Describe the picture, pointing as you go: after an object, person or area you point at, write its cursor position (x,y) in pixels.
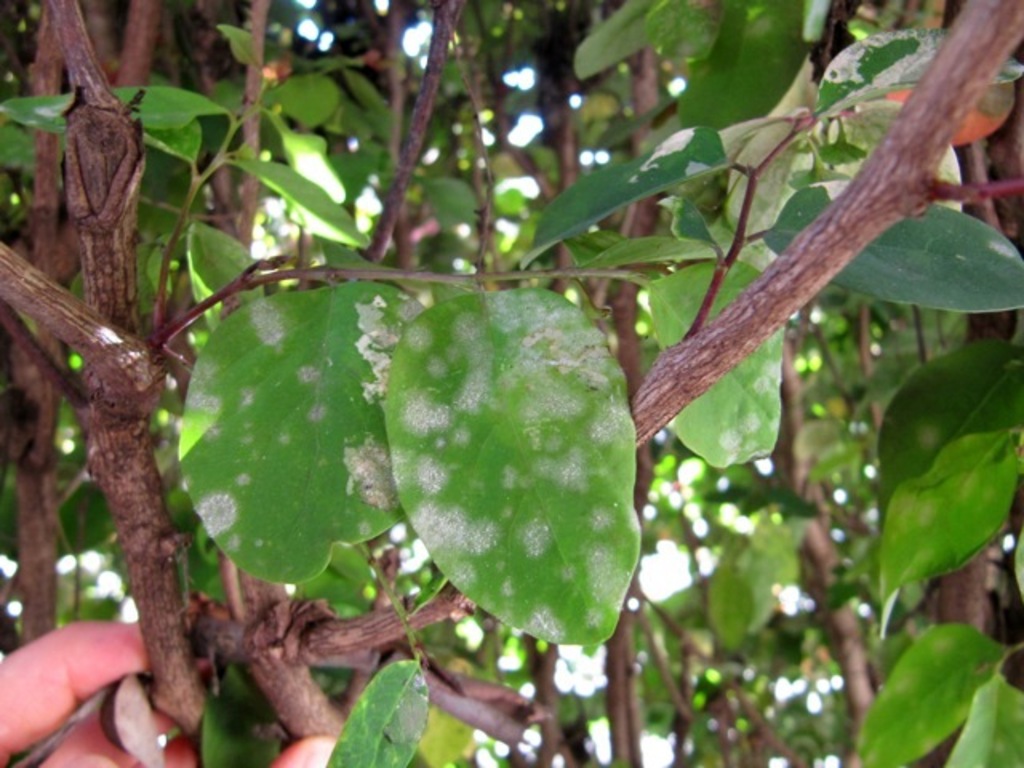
At the bottom left side of the image (82,739), we can see the fingers (93,730) of a person (82,739) is holding a branch (298,604). In the center of the image (438,484), we can see branches (315,640) with leaves (895,411). In the background (354,605), we can see trees (622,302).
